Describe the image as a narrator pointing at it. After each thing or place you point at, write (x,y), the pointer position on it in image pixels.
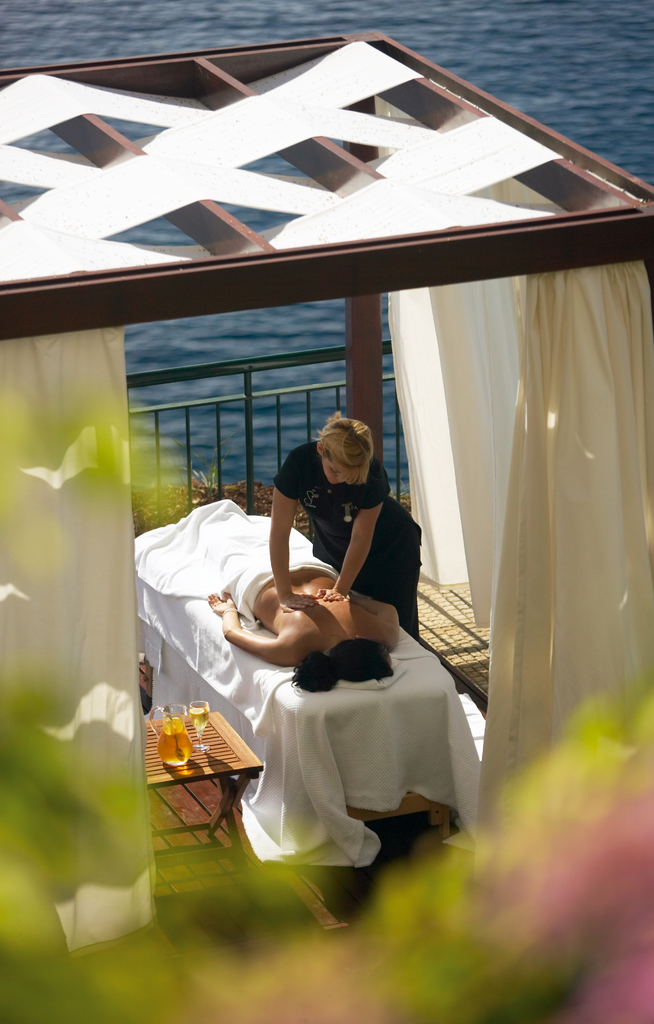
In the middle of this image (402,612), there is a woman (410,610) in a black color dress (289,461), placing both hands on the back side (279,625) of a person (321,686) who is lying on a bed (234,664) and is partially covered with a white color cloth (225,553). Beside this bed (221,644), there are a jug (170,732) and a glass (206,724) placed on a wooden stool (214,720). These two persons (319,540) under a shelter (232,273) which is having white color curtains (423,472). At the bottom of this image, there is an object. In the background (386,372), there is a fence (234,396) and there is water (486,62).
